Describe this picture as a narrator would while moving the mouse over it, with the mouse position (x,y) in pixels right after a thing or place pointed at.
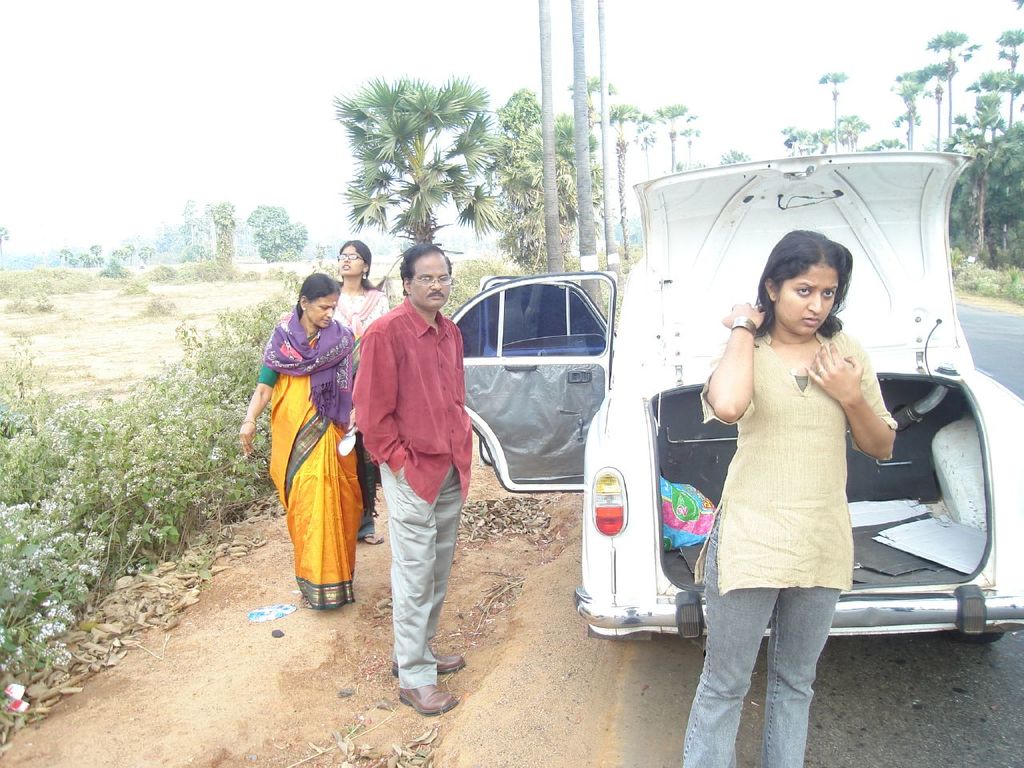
In the foreground (291,586) I can see four persons (720,712) are standing on the road (540,653) and a car (699,330). In the background (150,344) I can see grass (170,315), trees (501,174) and the sky (241,141). This image is taken during a day on the road (109,700).
